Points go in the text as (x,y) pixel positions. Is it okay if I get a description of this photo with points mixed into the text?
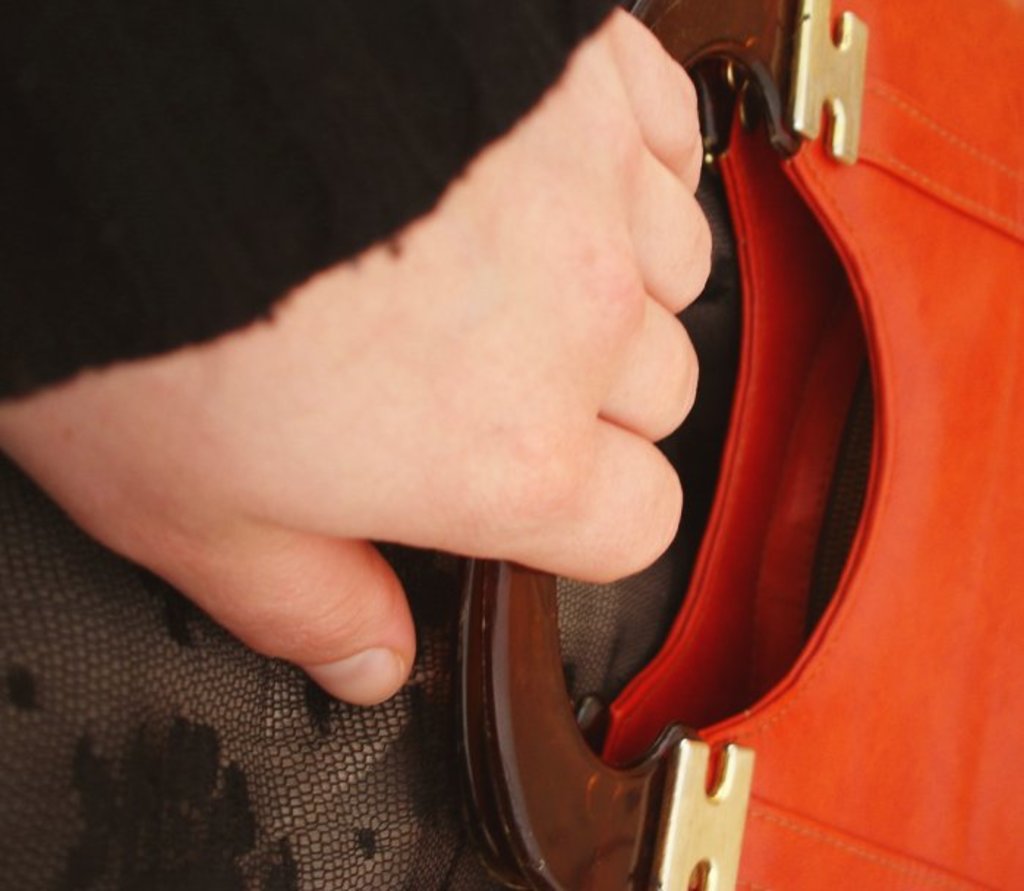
This image consists of a bag (864,739) which is held by a person (414,412). It is in red color.
